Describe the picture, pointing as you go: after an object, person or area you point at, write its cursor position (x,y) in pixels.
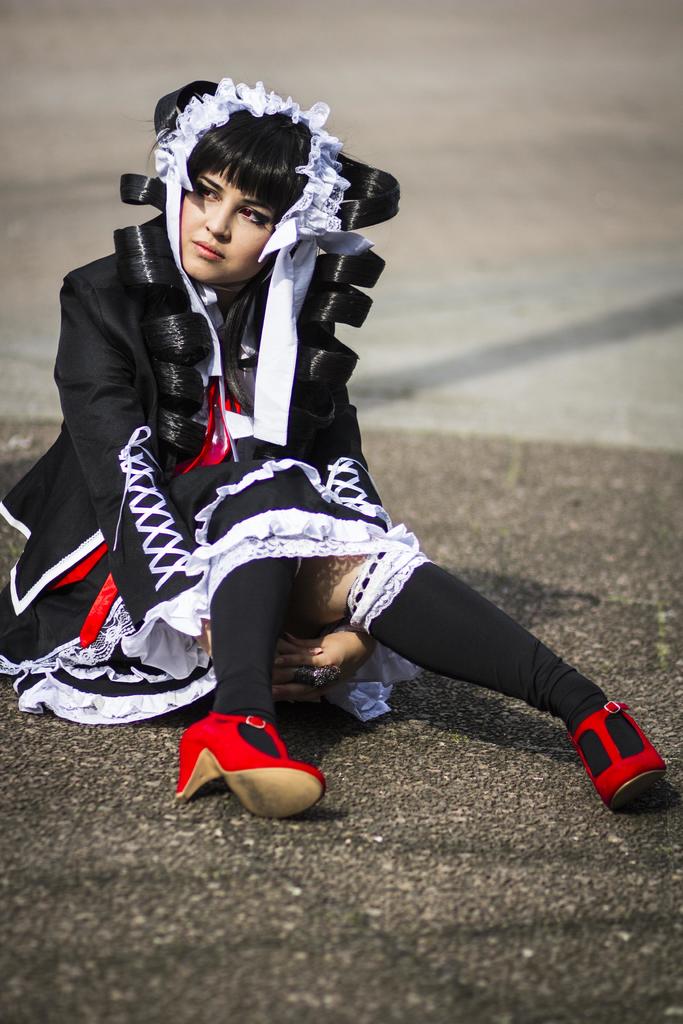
In this image we can see a woman (204,615) sitting on the road (287,735).
